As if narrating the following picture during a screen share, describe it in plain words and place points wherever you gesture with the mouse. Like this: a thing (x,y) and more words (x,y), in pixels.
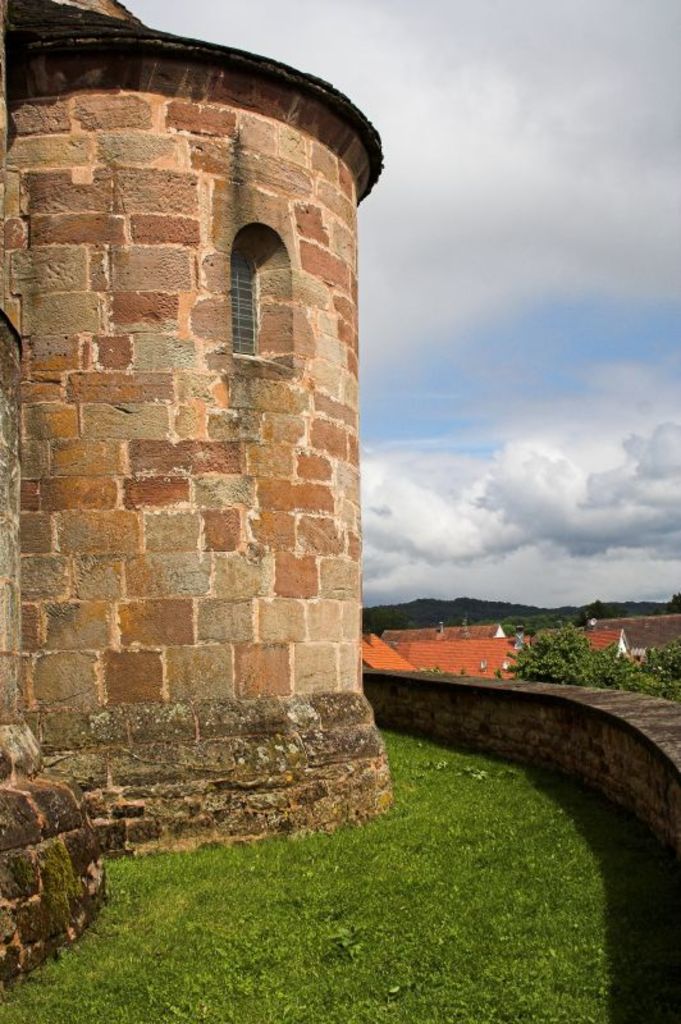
In the foreground of the image (68,542) there is a stone structure (257,406). There is a window (240,330). At the bottom of the image (391,934) there is grass (401,895). In the background of the image (433,521) there are houses (408,644), trees (544,644), sky (584,568) and clouds (466,513).
